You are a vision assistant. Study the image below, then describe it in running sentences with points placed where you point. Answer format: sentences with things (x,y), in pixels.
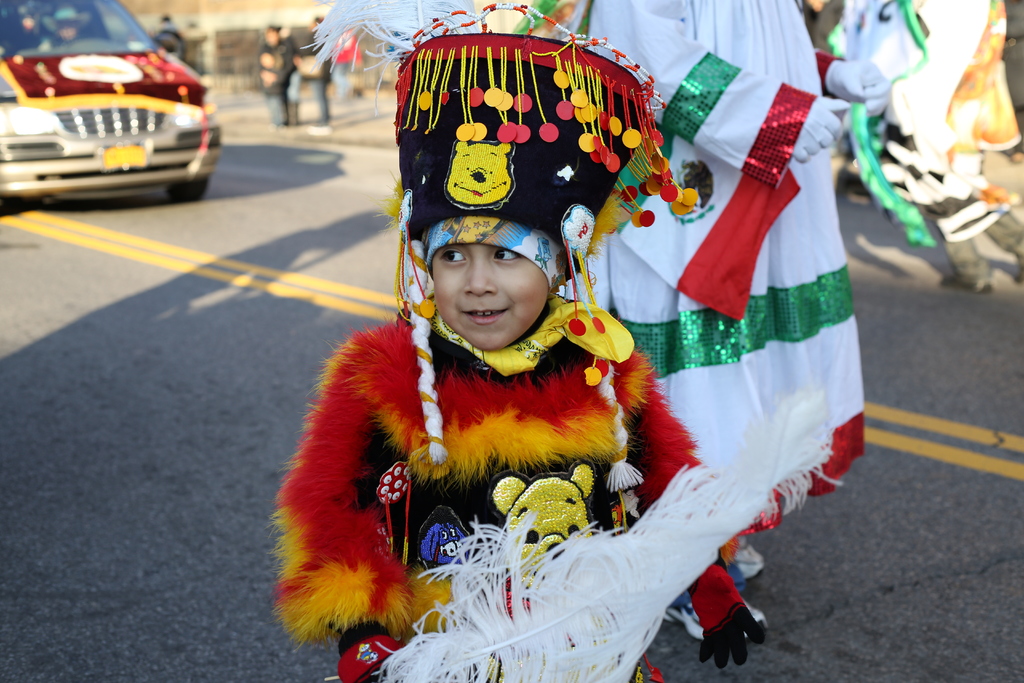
In the center of the image (361,378) there is a boy (621,534). Behind them there are two people (825,346) walking on the road (878,568). In the background of the image (291,81) there are people (278,70) standing. There is a car (118,77). At the bottom of the image (143,606) there is road (133,649).
